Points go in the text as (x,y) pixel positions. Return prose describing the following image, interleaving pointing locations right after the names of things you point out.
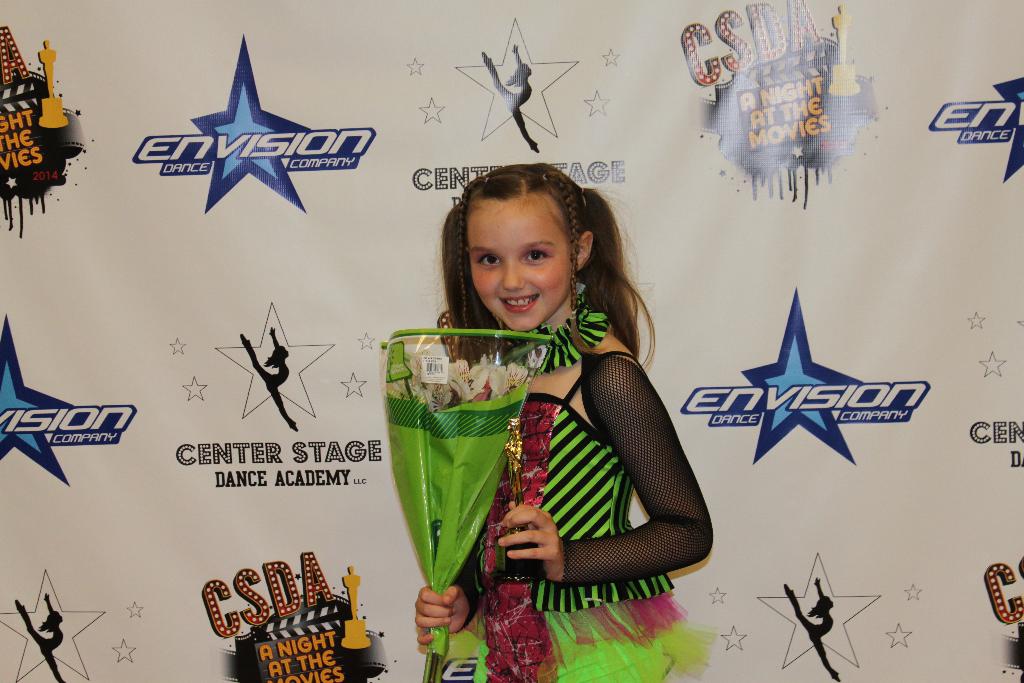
In this image I can see a kid (552,515) holding some objects (467,514) in the hands (518,518). In the background (353,236), I can see the wall (239,438) with some text (240,451) written on it.
